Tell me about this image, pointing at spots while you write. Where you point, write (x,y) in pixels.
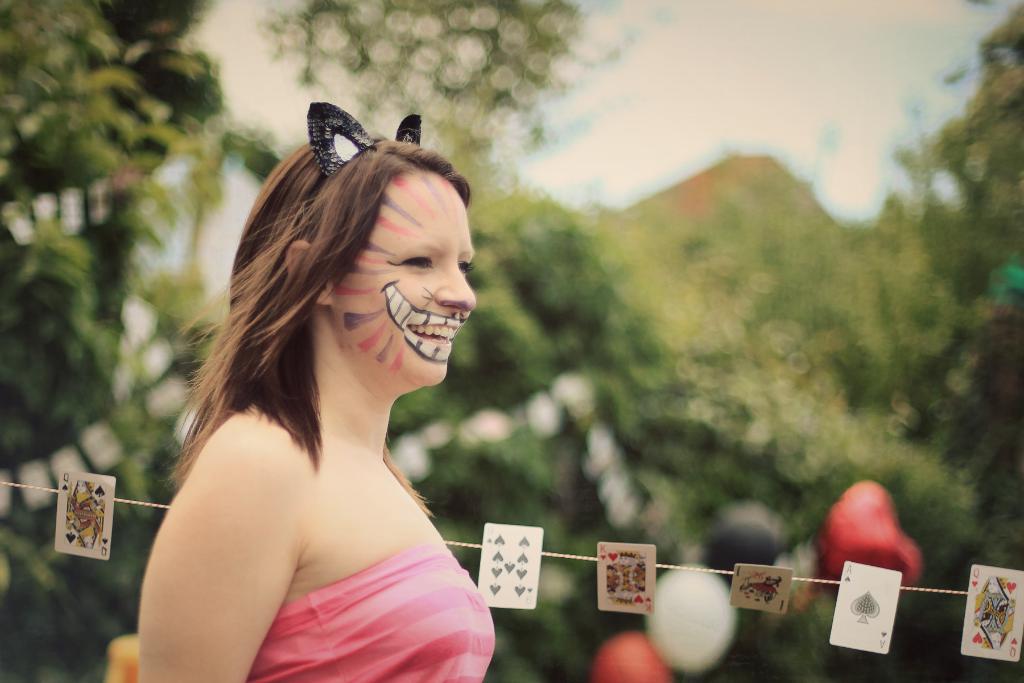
In this picture we can see a woman (350,584) smiling in the front (338,589), there are some playing cards (79,516) and a thread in the middle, in the background (823,273) there are some trees (650,224), we can see balloons (770,525) at the bottom (755,537), there is a blurry background (741,61).
